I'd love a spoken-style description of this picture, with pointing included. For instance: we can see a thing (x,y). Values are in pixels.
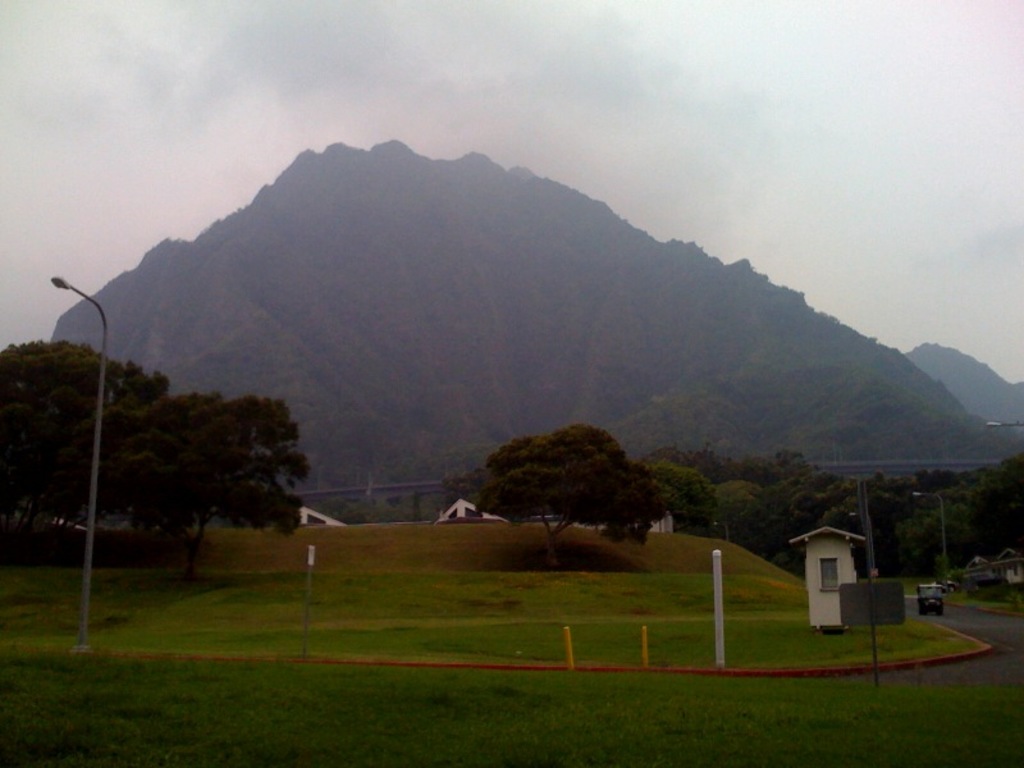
In this image I can see a mountain (521,301) and trees (120,426) and a light pole (101,340) and some buildings (317,518) in the center of the image (468,511) and at the bottom of the image (493,649) I can see garden (521,656) and a road (962,619) and a car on the road (958,606) and there is a check post (851,559).
